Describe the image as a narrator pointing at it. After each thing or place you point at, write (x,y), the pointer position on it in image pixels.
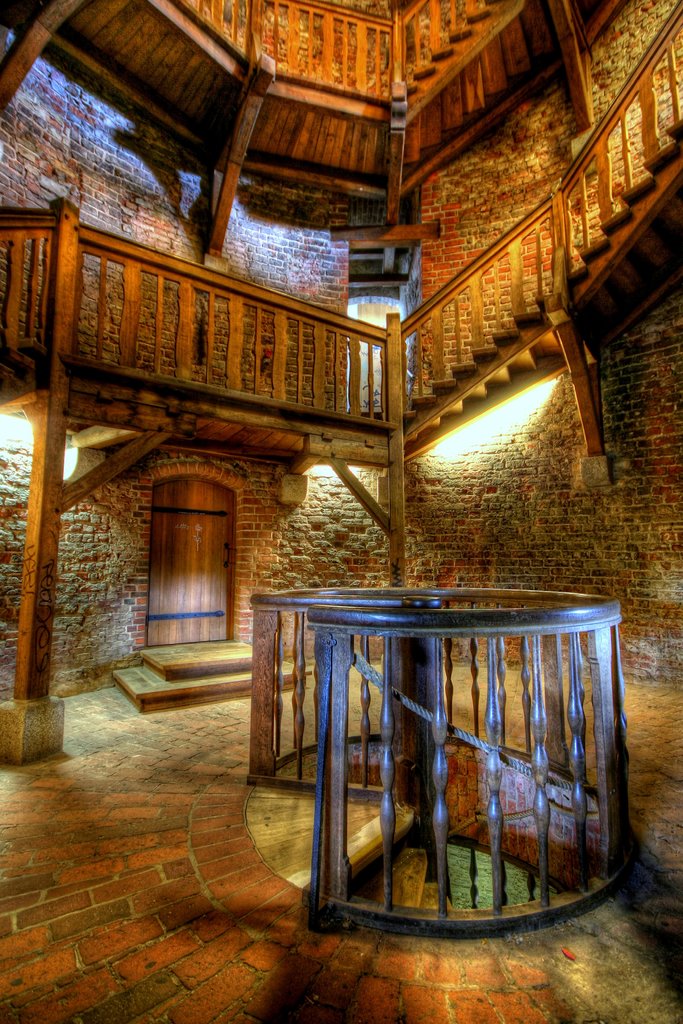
In this image I can see the inner view of the building (265,524). Inside the building (137,696) I can see the stairs (412,802) and the railing (342,842). In the background (201,591) I can see the door (154,582), lights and the wall (469,525).
